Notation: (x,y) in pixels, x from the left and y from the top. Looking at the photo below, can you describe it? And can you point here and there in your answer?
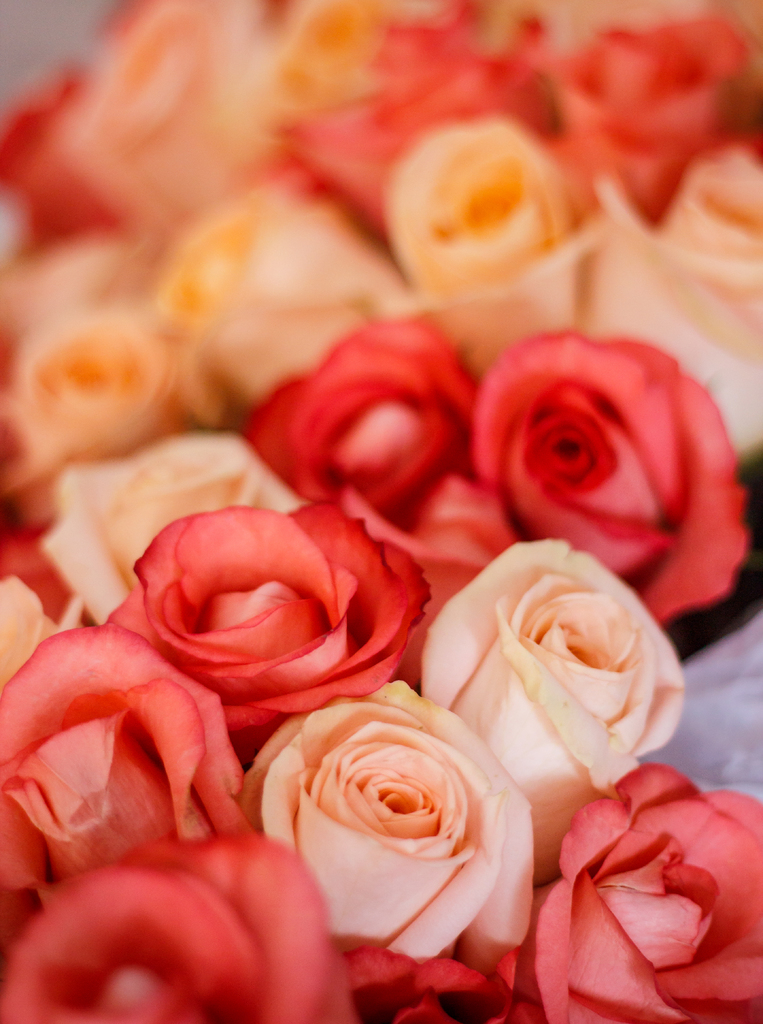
In this image we can see the flowers (396,711).
